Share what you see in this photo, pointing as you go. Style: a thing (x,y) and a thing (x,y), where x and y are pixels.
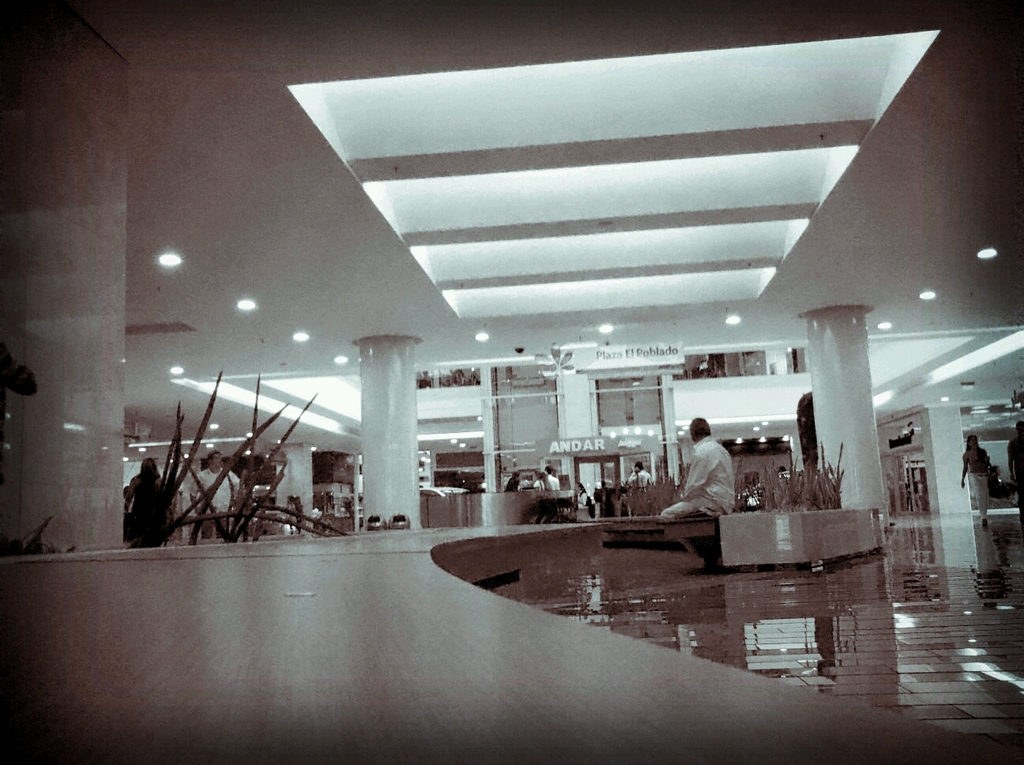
This picture describes about inside view of a building (512,418), in this we can see group of people (717,476), few are seated and few are standing, and also we can see few plants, hoardings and lights (719,423).
